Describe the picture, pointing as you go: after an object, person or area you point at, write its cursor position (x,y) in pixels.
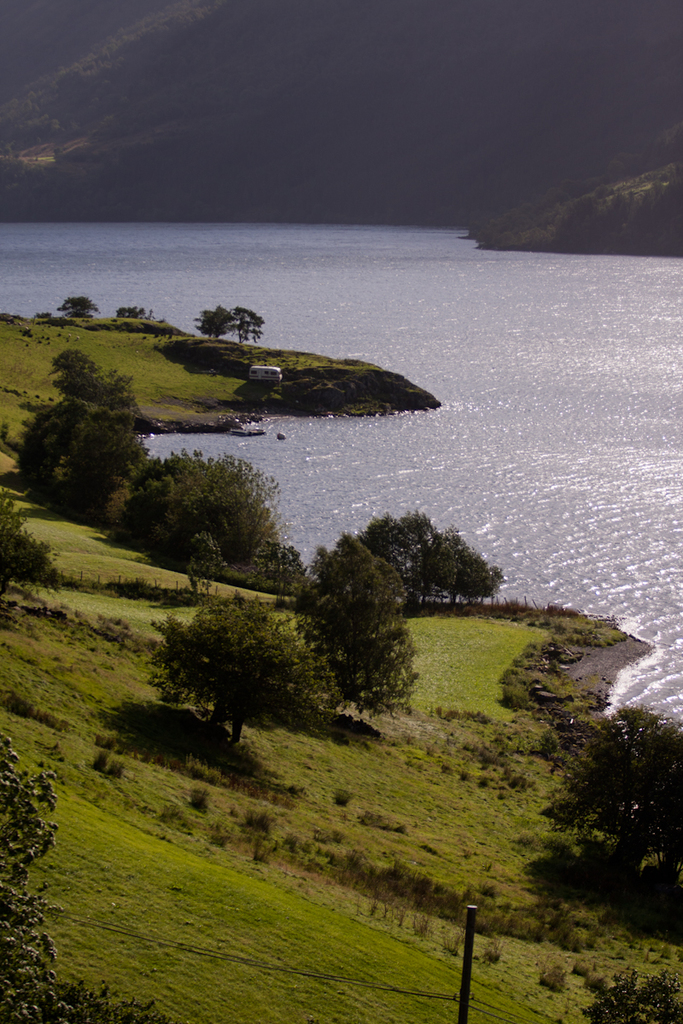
In the picture I can see the natural scenery of green grass (310,994) and trees (419,591). I can see the ocean (443,443) on the right side (609,459). There is a vehicle (268,367) on the side of the ocean (269,344). In the background (349,129), I can see the hills (362,139). I can see a pole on the bottom right side of the picture (468,1001).
